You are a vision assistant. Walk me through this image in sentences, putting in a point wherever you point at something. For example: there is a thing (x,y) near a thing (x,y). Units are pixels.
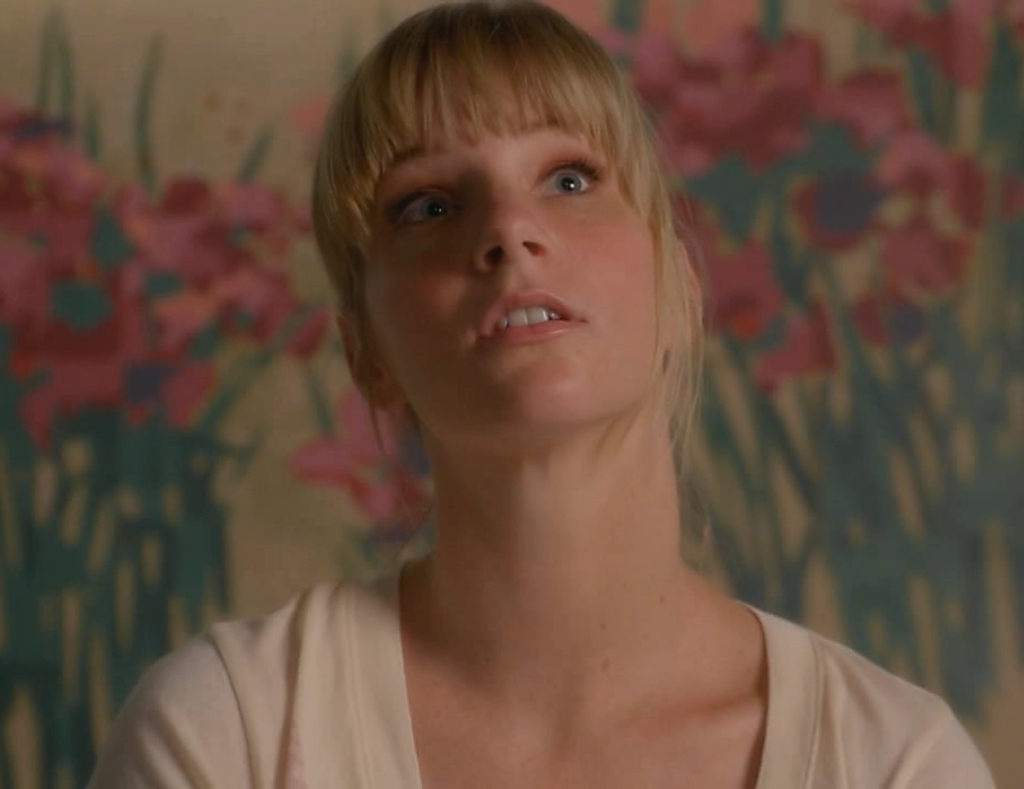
In this image there is a woman (539,513). Behind her there is a wall (933,294) having the painting (910,520) of few plants (939,417) having flowers (832,233).
